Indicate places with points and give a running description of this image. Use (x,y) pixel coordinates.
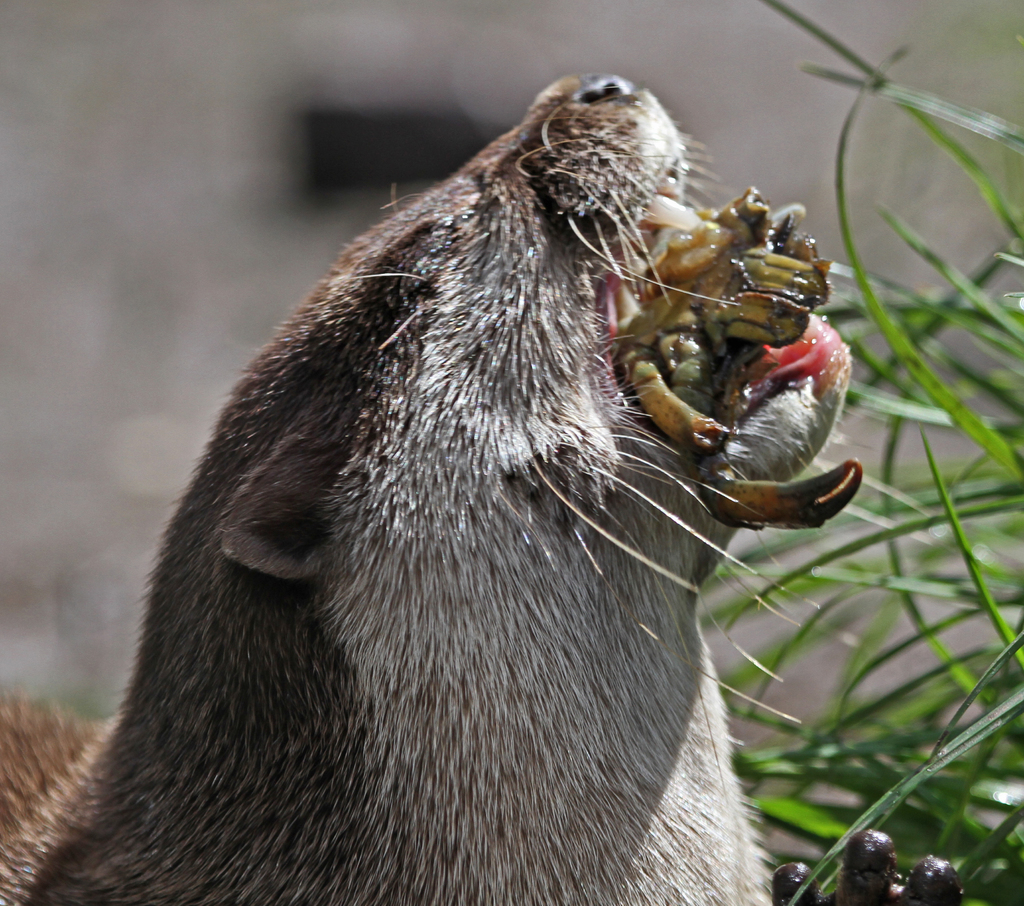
In this image there is an animal (516,597) eating some food (721,349). Right side (877,777) there is some grass (871,573). Background (45,557) is blurry.
